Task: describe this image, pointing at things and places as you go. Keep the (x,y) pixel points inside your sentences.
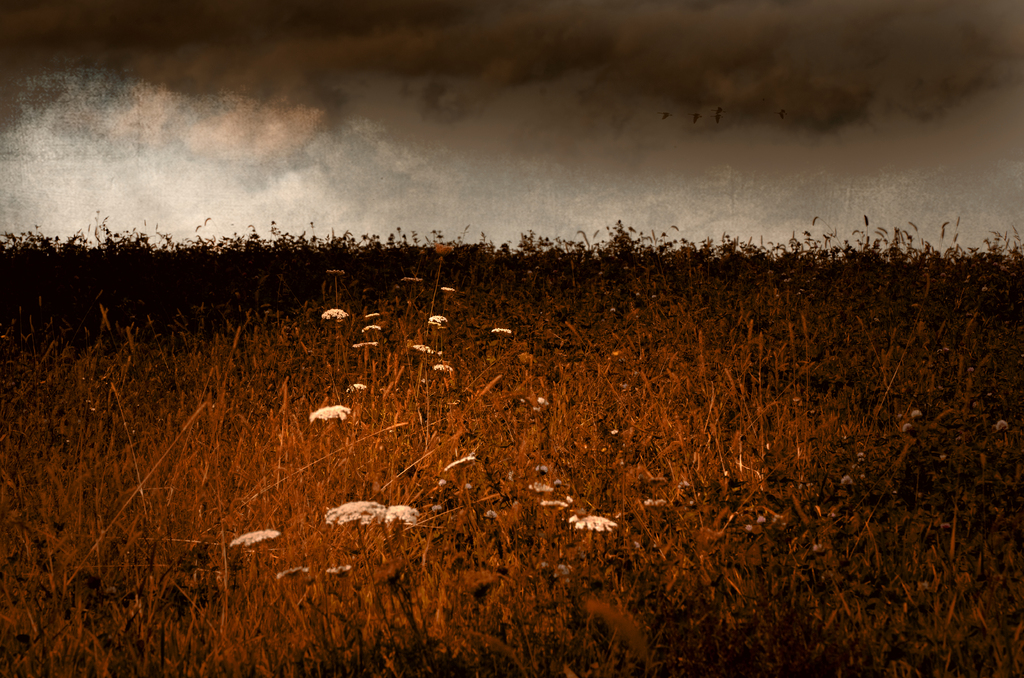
In this picture, we can see some plants (520,289), flowers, sky (441,231) with clouds (527,54) and some birds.
